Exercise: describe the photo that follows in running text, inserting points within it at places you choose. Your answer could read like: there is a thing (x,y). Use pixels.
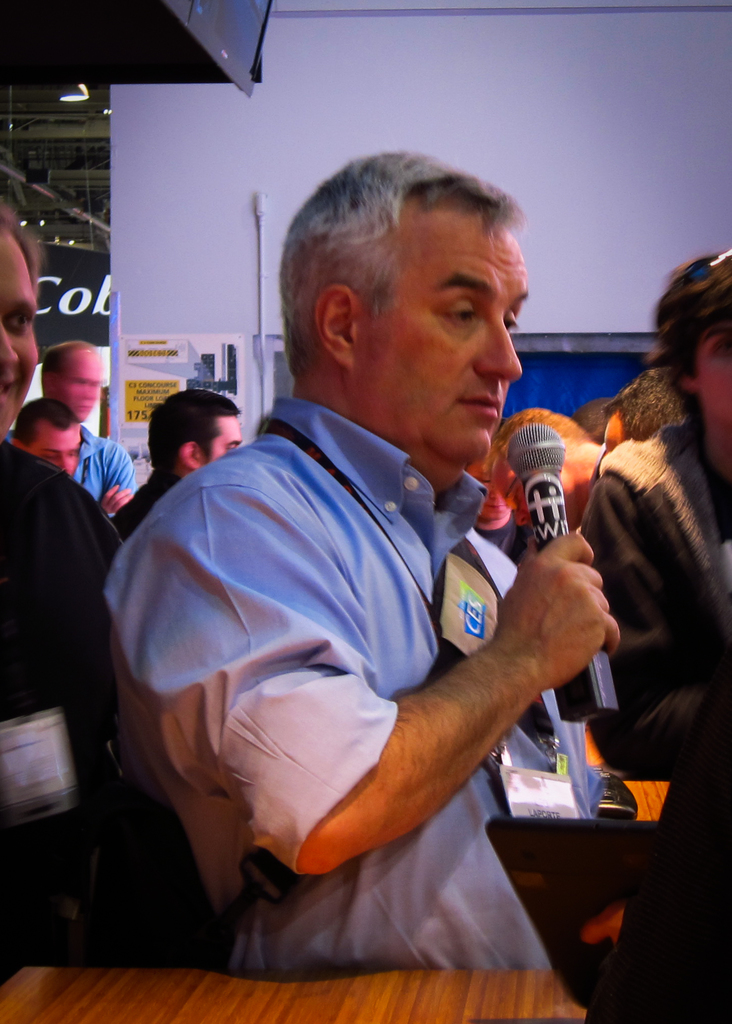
In this picture, there is a table (319,1021) which is in yellow color, In the middle (260,641) there is a man (260,567) who is standing and he is holding a microphone (525,467), In the background (511,536) there are some people (27,439) standing and there is a white color wall (334,103).
